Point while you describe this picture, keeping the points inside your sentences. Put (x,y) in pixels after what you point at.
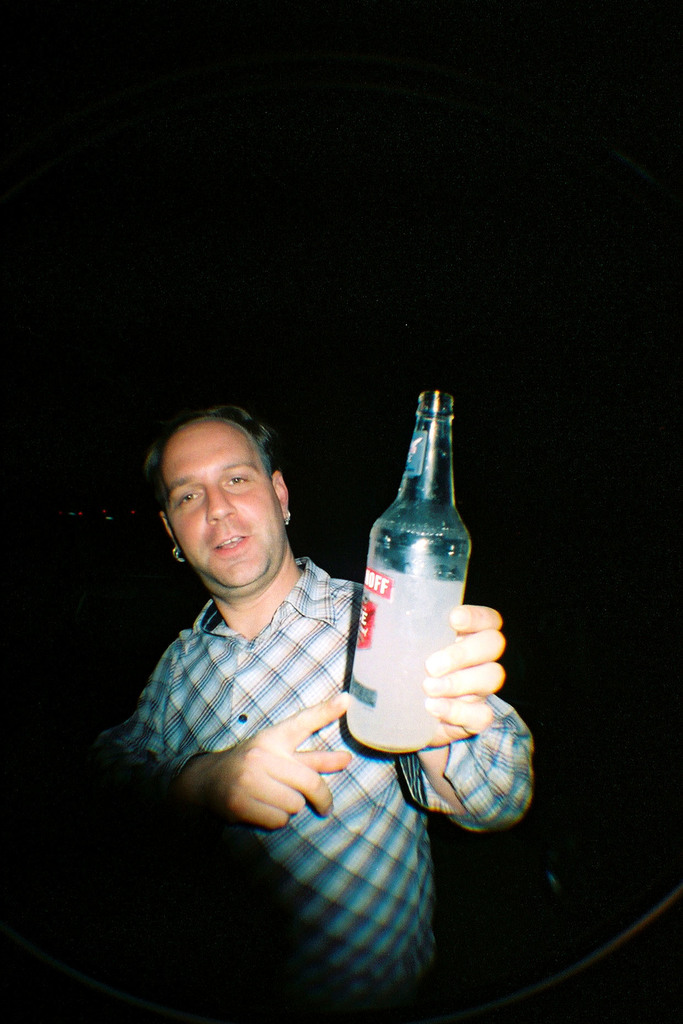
In this picture there is a man (291,799) who is holding a bottle (402,687) in his hand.
